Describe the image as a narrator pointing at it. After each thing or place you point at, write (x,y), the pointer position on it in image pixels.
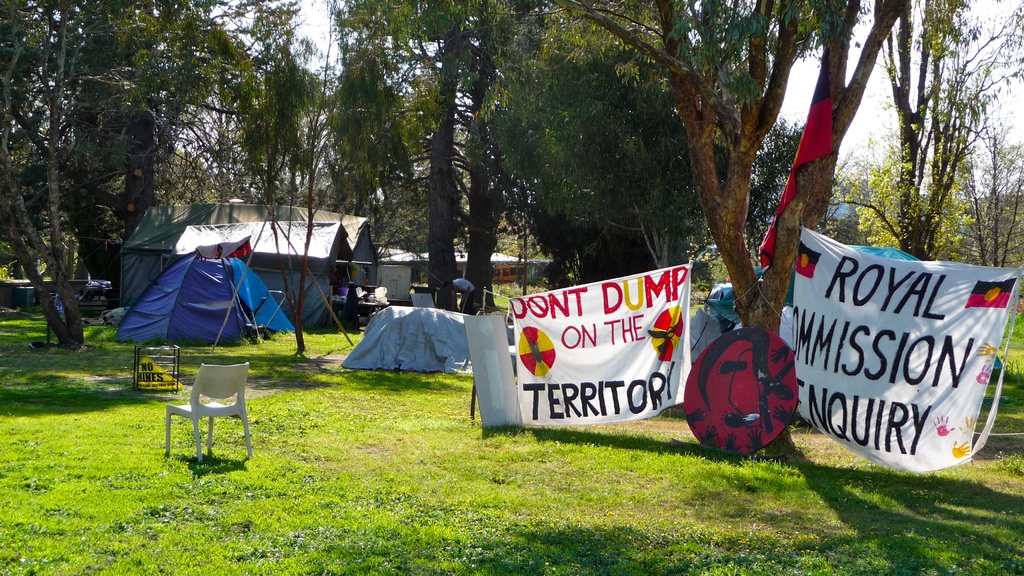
In this picture we can see the view of the park (839,488). In front (194,483) we can see white chair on the grass lawn (211,487) and behind we can see two blue color canopy tent (233,327). On the right corner (684,390) you can see two white banner (835,265) on which "Royal Commission Inquiry" is written. In the background (641,118) we can see some more tents (147,218) and trees (87,247).
